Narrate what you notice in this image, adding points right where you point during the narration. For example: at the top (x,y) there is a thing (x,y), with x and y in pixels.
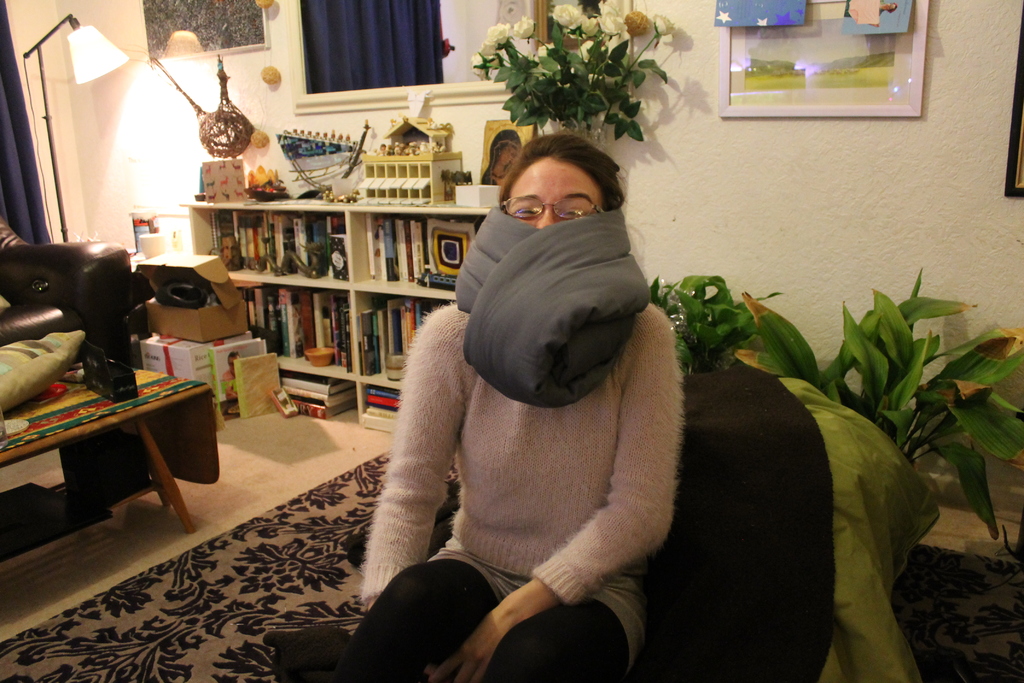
This is an inside view of a room (413,418). Here I can see a woman (445,469) wearing a cloth (563,274) around the head (554,254) and sitting on a chair (683,562). At the back of her there are few house plants (892,388). At the bottom (147,590), I can see a mat (186,582) on the floor (140,546). On the left side (91,410) there is a table (90,410) on which few objects (44,365) are placed. In the background (215,319) few boxes (214,337) are placed on the floor (266,429) and there is a rack (264,290) which is filled with the books (337,333). On the rack (255,207) a toy house (401,189) and some other objects (226,150) are placed. In the background (683,14) there is a wall (776,137) on which few frames (770,80) are attached and also there is a window (419,57). At one corner of the room (45,124) there is a lamp (54,174).
